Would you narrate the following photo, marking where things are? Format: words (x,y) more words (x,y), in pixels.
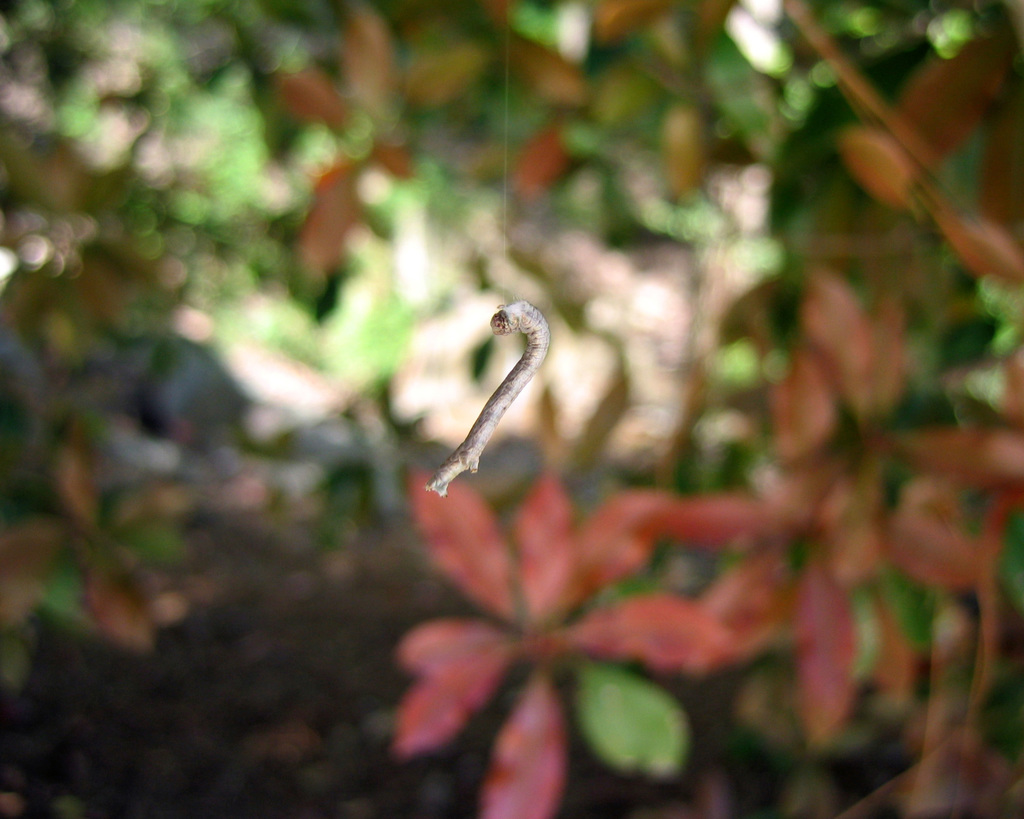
This image consists of a small caterpillar (486,421). There are plants (467,116) backside.
